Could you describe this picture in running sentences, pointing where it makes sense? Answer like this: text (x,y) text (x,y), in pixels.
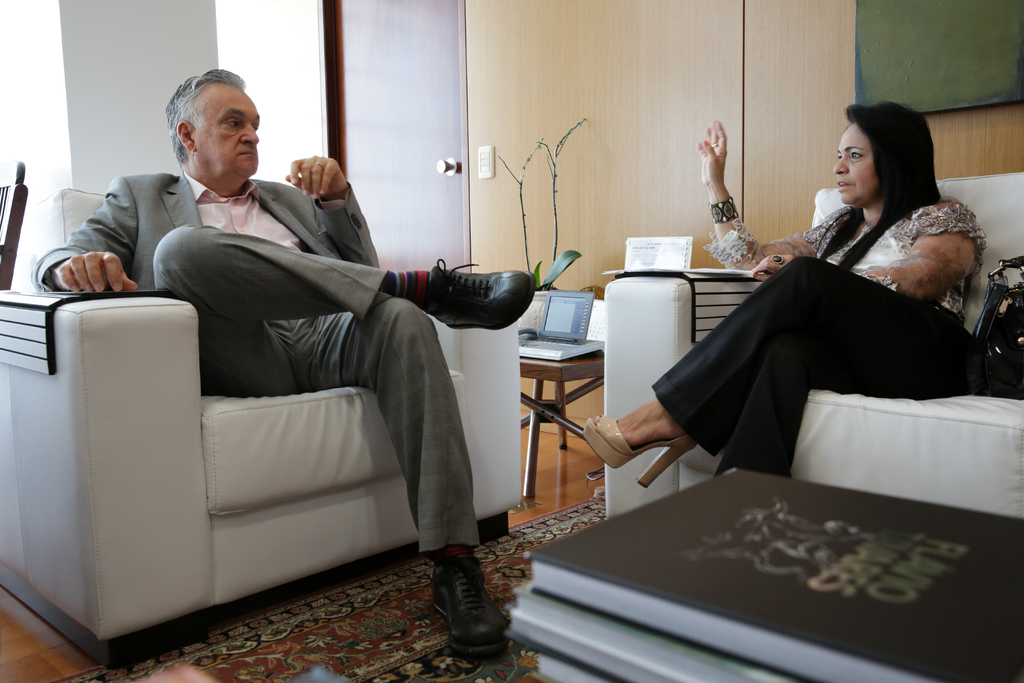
In this image i can see a man (250,315) sitting on the couch (181,446) and a woman (769,415) sitting on the couch (941,404). In the background (615,165) i can see a wall (620,126) and a plant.
